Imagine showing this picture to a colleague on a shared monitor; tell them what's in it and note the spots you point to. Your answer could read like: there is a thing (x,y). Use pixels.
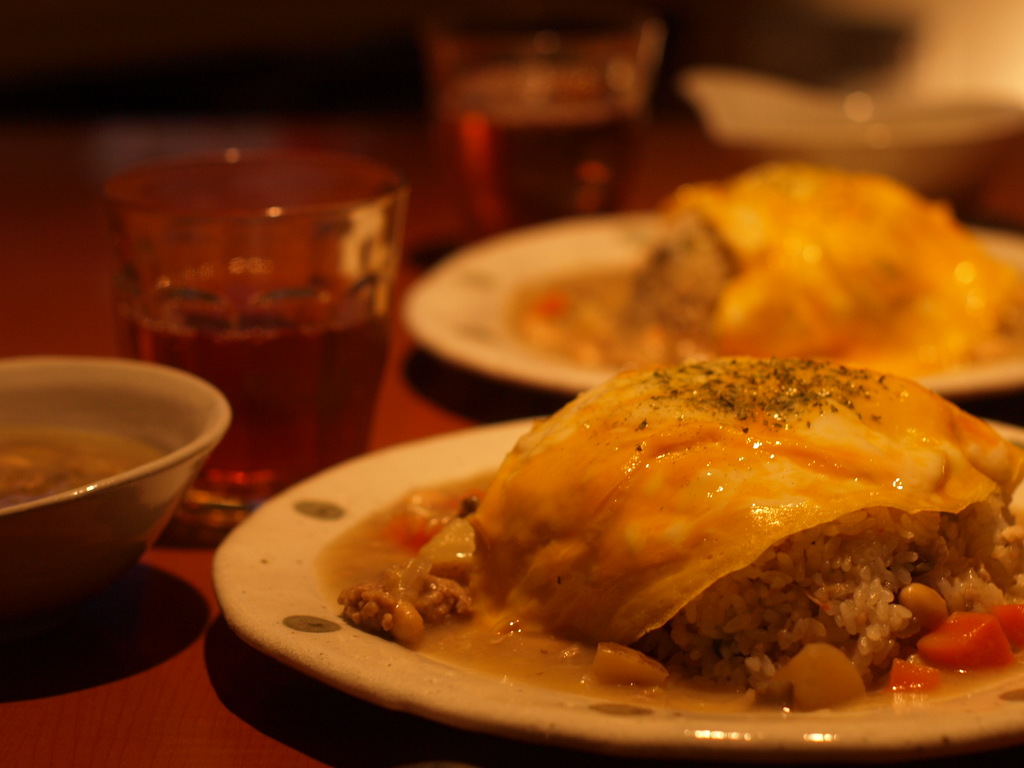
In this picture we can see two plates (501,333), two glasses (541,195) of drinks (510,147) and a bowl (161,463), we can see some food (887,340) in these plates (632,222), there is a blurry background (169,74).
